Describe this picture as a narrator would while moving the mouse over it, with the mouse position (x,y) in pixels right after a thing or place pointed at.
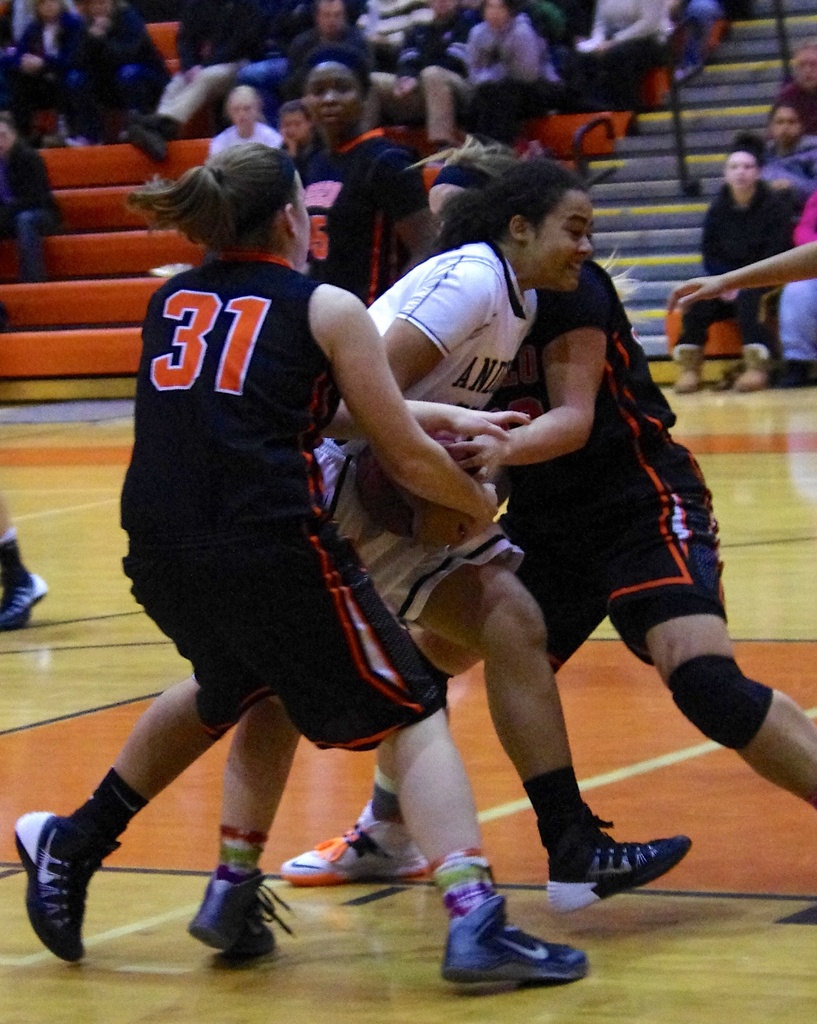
In this image I can see there are three women's (331,566) standing on the ground (133,934) and they are playing a game and a woman (335,75) standing on the ground (59,560) in the middle (482,605) and there are few persons (188,85) sitting on staircase (733,113) at the top (75,100).
